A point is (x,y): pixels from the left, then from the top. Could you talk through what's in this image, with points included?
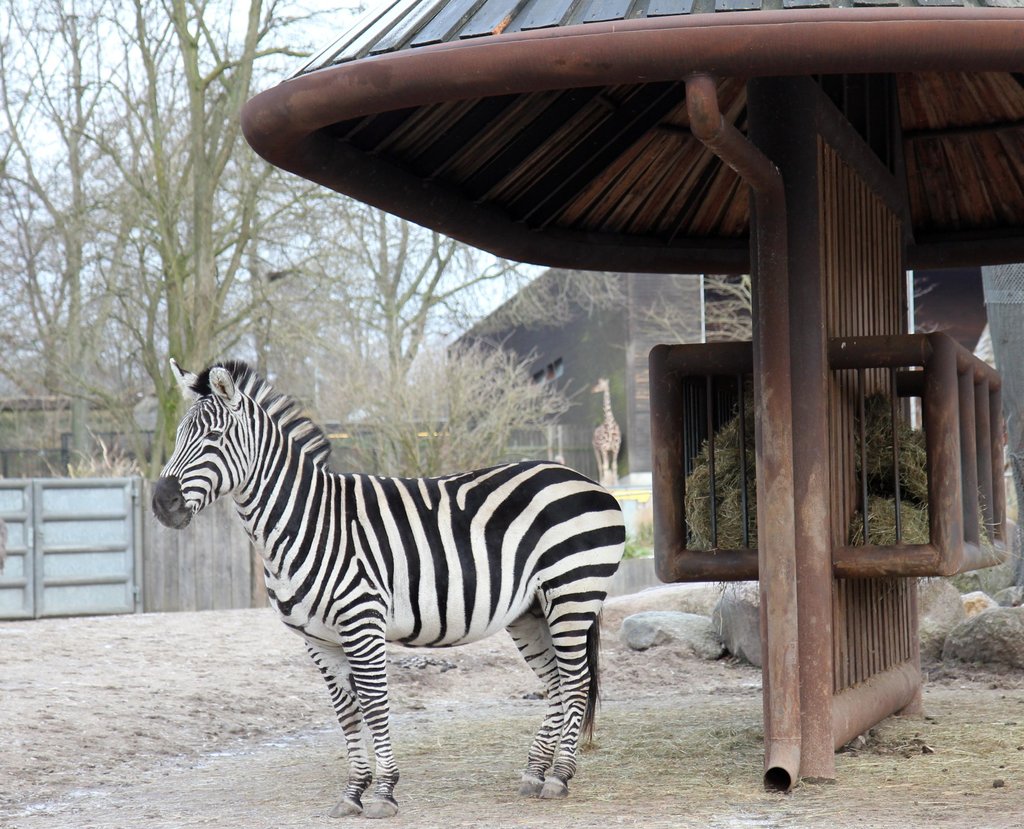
In the middle of the picture (499,491) I can see an animal (315,492). In the background (317,356), I can see a group of trees (170,284).
